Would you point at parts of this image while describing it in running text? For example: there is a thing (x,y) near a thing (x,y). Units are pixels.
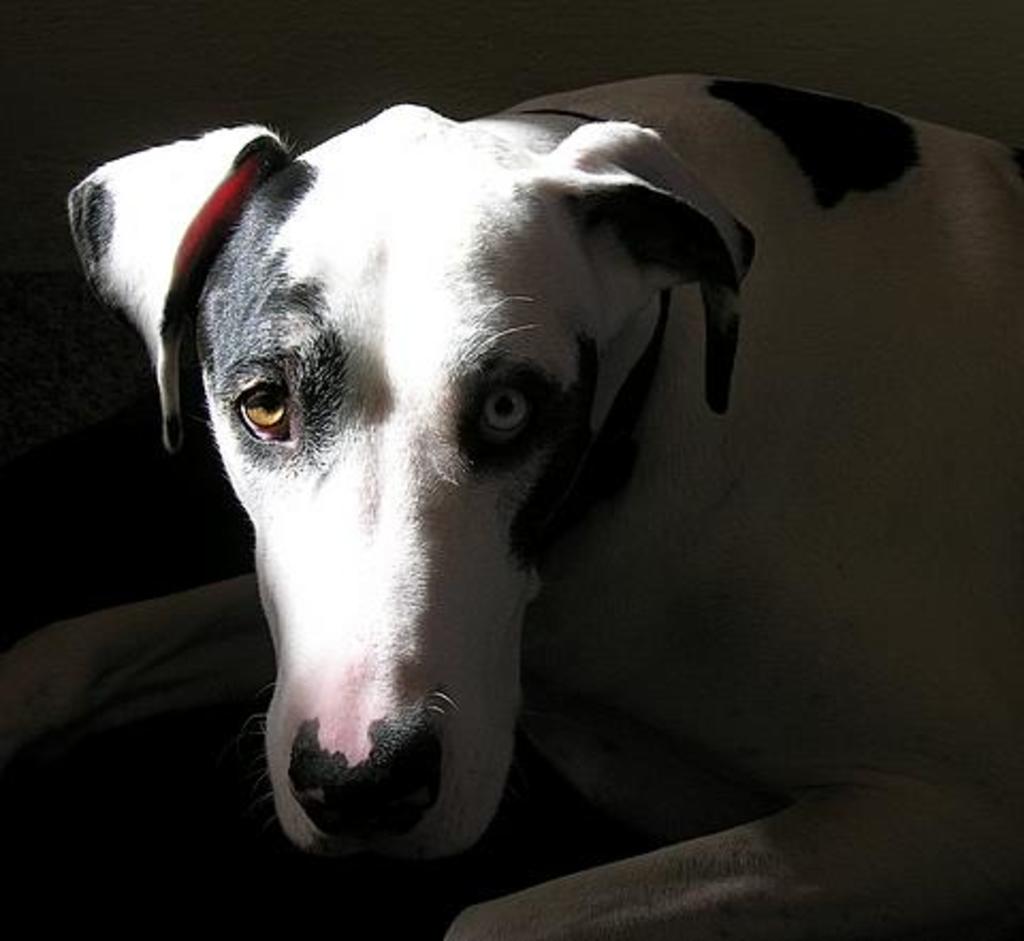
In this image there is a dog (461,440).
